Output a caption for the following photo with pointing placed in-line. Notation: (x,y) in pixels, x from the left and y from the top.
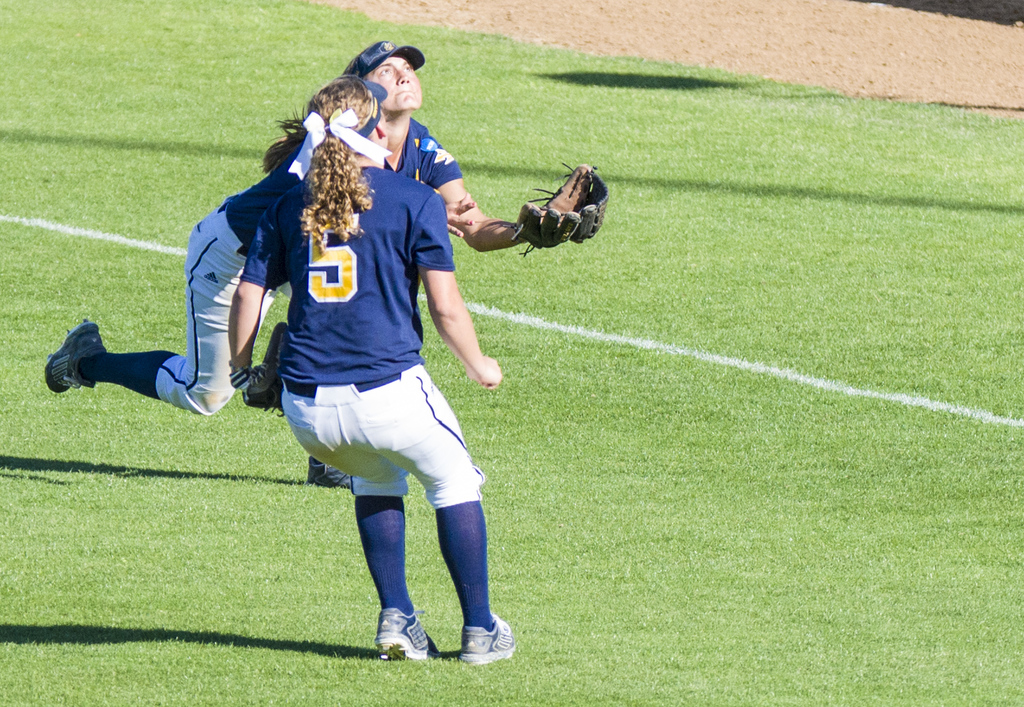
In the image there is a woman (321,314) standing on the ground (81,218) and in front of her another woman (397,169) is trying to catch a ball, she is wearing a glove (536,233) to her hand (539,216).
